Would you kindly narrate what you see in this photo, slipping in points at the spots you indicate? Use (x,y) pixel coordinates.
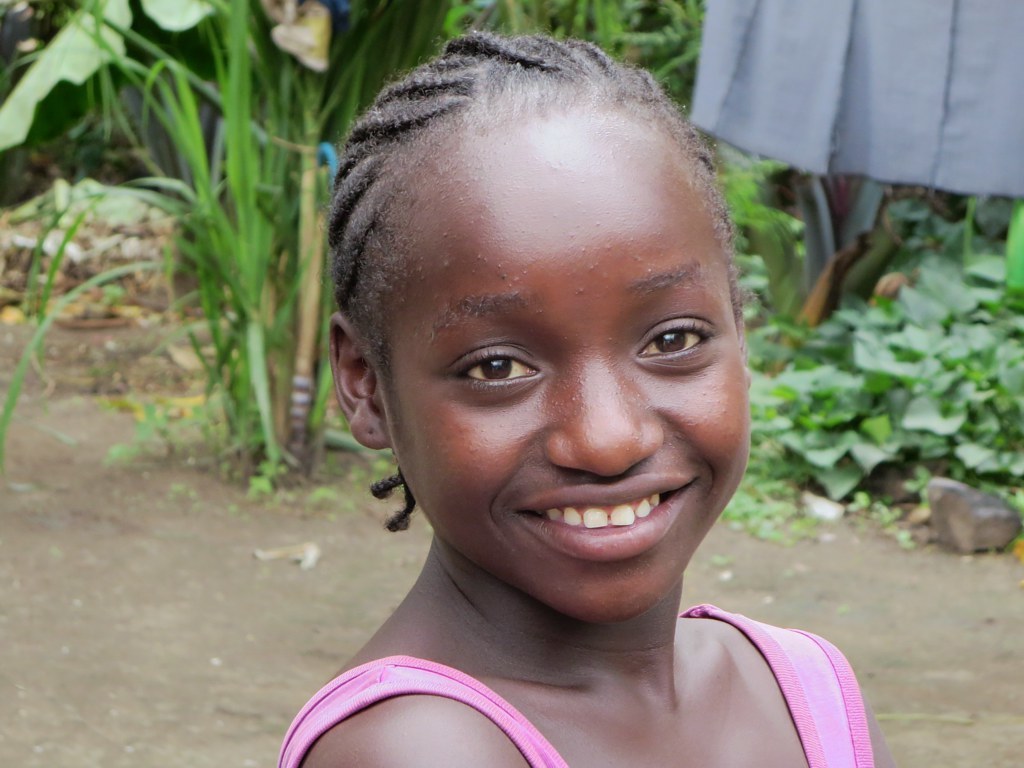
In this image we can see a girl (658,648) is smiling. She is wearing a pink color top (470,681). In the background of the image (318,600), we can see plants (880,375), stone (944,511) and land (91,495). There is a grey color object (897,73) in the right top of the image (912,72).
